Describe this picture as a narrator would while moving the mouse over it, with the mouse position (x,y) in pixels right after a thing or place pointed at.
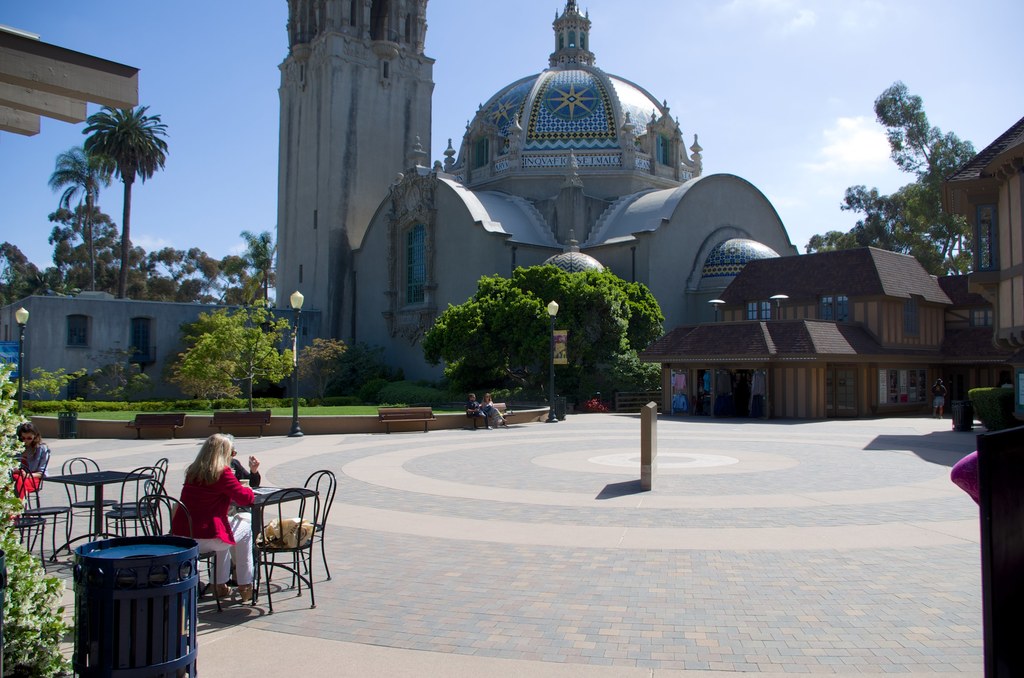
On the left side of the image (16,502) there is a plant (41,641), dustbin (116,594), tables (281,501) and chairs (168,532) with few people (217,486) are sitting on it. And also there are many buildings (401,154) with walls (395,106), windows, sculptures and roofs (842,334). There are plants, trees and poles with lamps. At the top of the image (104,204) in the background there is a sky (630,72).
